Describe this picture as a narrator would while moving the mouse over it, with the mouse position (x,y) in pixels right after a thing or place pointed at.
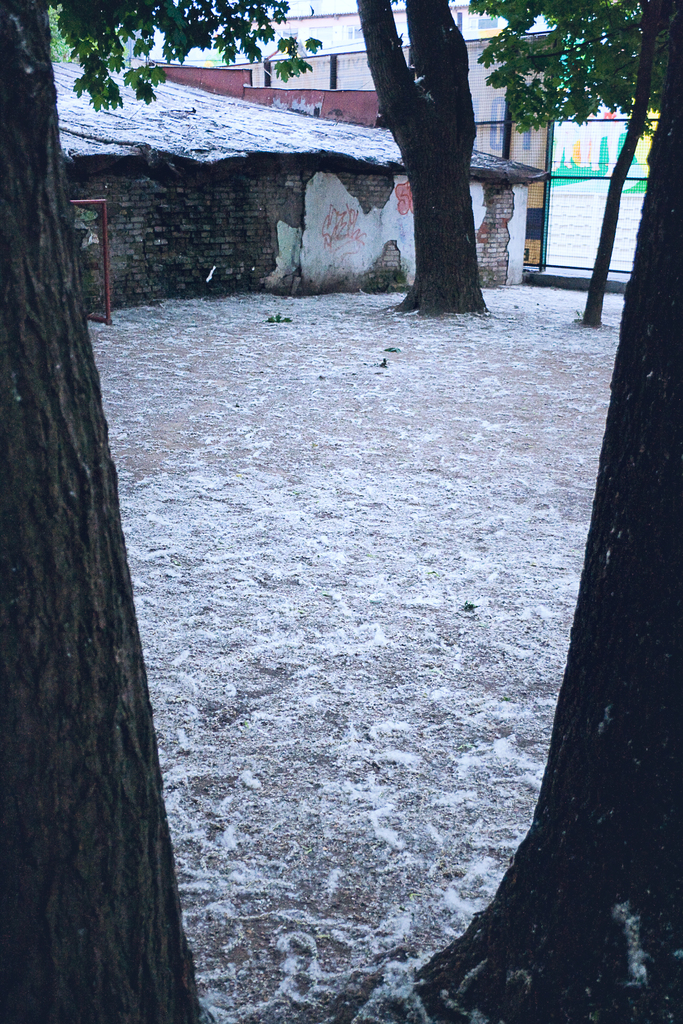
This image consists of tree trunks (671,754), trees (422,216), houses (397,189) and buildings (485,207). This image might be taken in a day.
